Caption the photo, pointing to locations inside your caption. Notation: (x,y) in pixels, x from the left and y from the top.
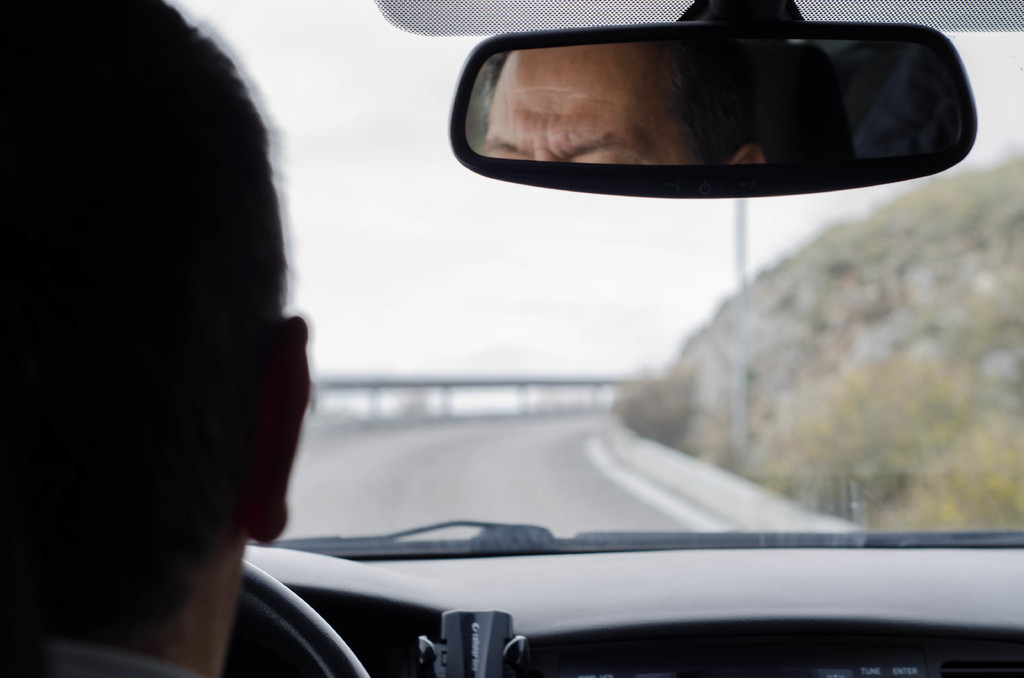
A person (221,433) is inside a vehicle (323,647). In this mirror (763,146) there is a reflection (684,104) of this person (227,593). Through this windshield (550,373) we can see road (533,445), sky (597,369), fence (585,383) and plants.
